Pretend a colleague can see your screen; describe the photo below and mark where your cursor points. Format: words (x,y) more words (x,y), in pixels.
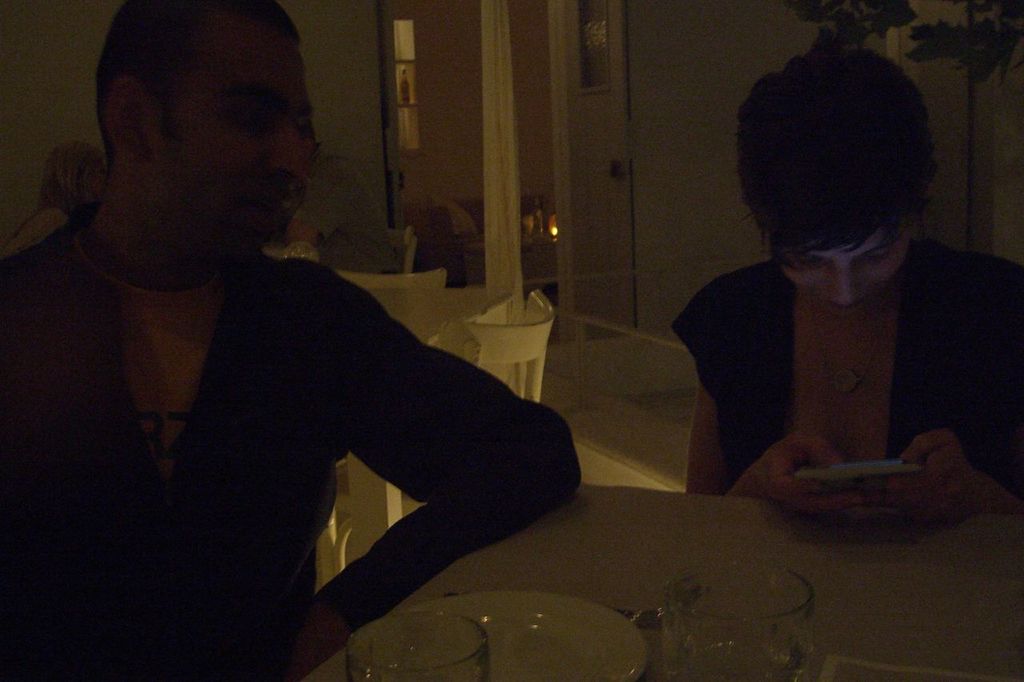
This image is taken indoors. In the background (538,149) there is a wall (549,75). There is a door (571,164) and there is a curtain (496,173). There are many empty chairs (502,351). There is a table (458,323). There is a person (61,173) sitting on the chair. On the left side of the image (215,325) a man (202,418) is sitting on the chair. On the right side of the image (825,306) a woman (847,409) is sitting on the chair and holding a mobile phone (833,475) in her hands (875,487). At the bottom of the image (685,541) there is a table (823,547) with a tablecloth (672,551), a plate (578,653), glasses (468,631) and a few things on it.
